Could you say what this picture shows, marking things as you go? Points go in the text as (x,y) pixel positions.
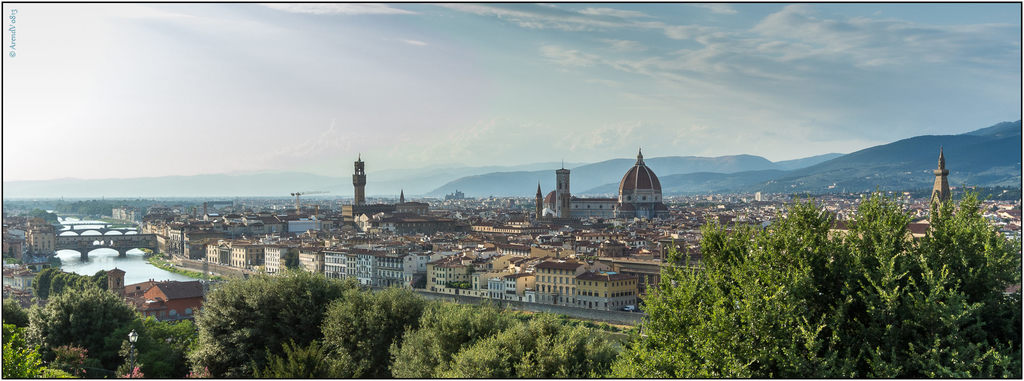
In this image we can see some buildings (426,255) and trees (92,288) and we can see the water (89,271) and few bridges (91,250) over the water (114,264) on the left side of the image (96,237). We can see the mountains (53,182) in the background (21,187) and at the top (583,70) we can see the sky (661,99).
